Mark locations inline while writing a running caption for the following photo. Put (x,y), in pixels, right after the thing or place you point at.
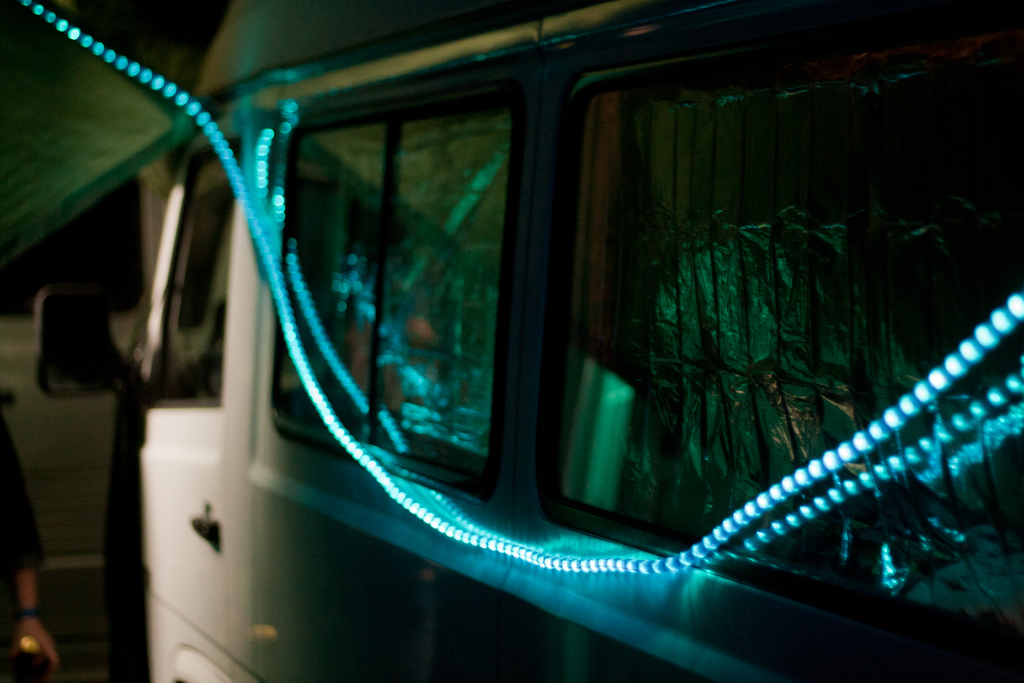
In this image, we can see vehicles (259,471) and there are lights (811,514) and there is a person (34,558) holding an object (28,641).
